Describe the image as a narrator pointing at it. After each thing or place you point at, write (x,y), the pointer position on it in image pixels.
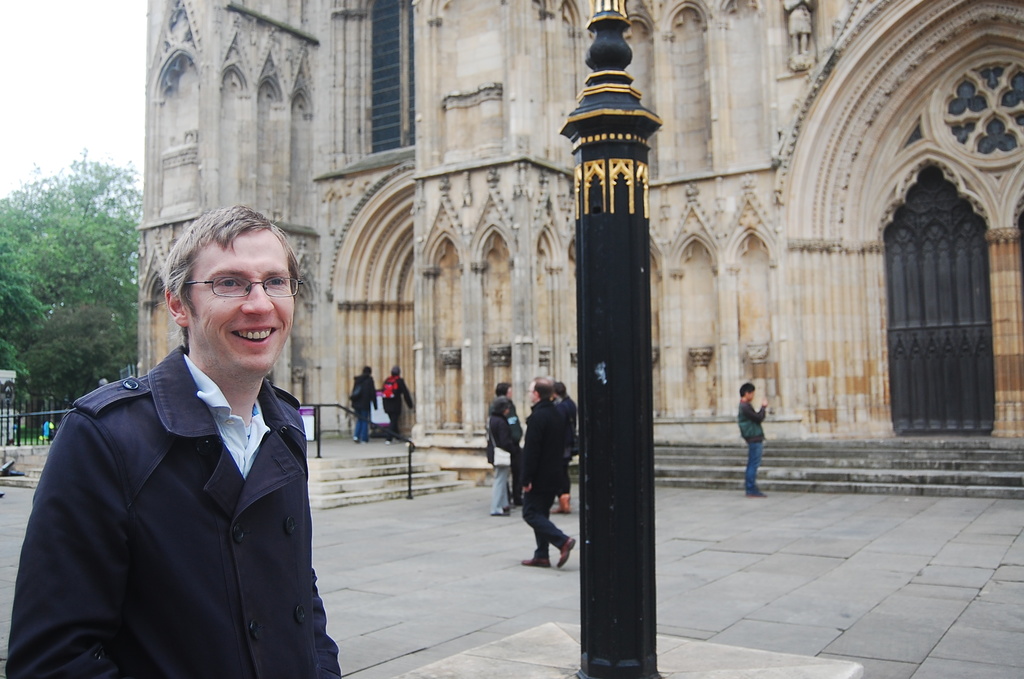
In this image I can see a person (243,535). There are few people (391,405) in the background (492,446). I can see a building (707,268). In the middle of the image (586,231) there is a pole (601,396). I can see the tree (132,188).
